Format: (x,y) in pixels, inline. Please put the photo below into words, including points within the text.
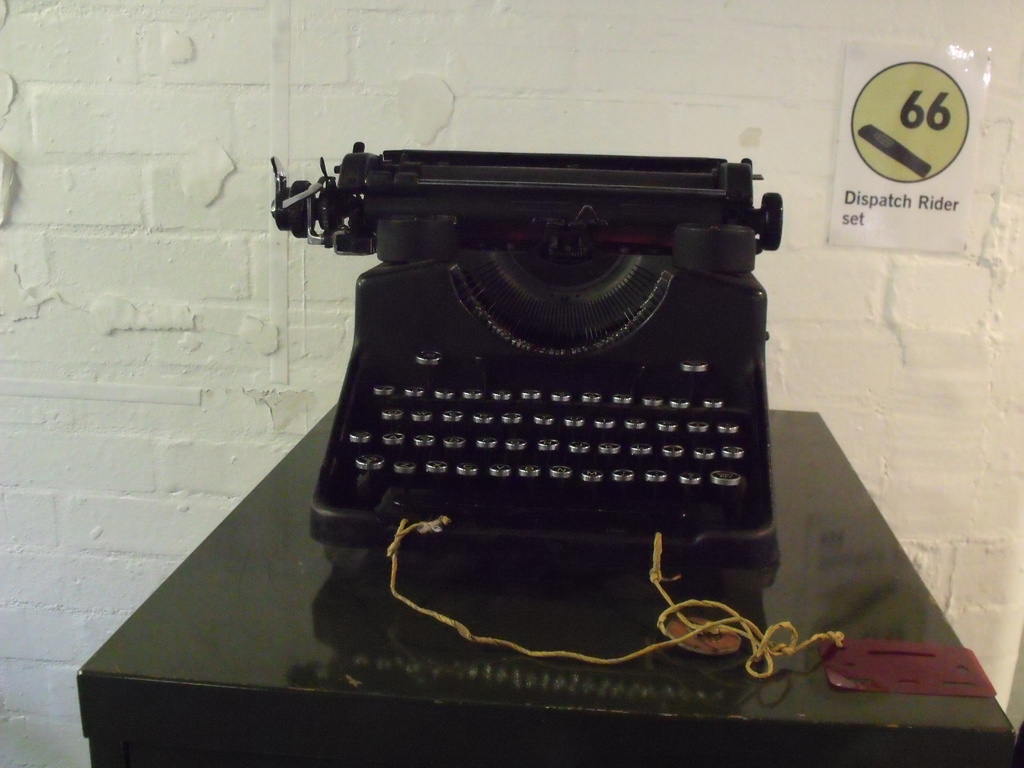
In the image there is a typewriter (549,389) on a wooden table (273,502) in front of the white wall (415,79).
